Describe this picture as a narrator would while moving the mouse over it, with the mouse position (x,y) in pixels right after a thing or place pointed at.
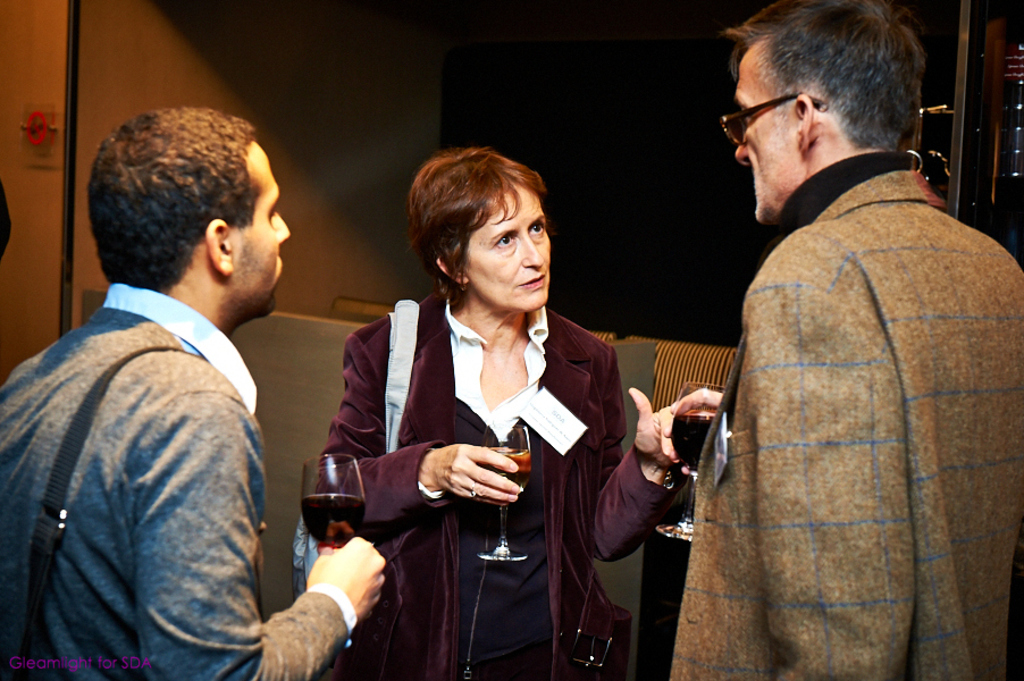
In the image there are two men (199,404) and women (481,324) standing in front of each other, all are holding wine glasses (309,495), two wearing jackets (413,570), in the back (684,368) it seems to be a sofa (668,356), this is clicked inside a room (724,229).
